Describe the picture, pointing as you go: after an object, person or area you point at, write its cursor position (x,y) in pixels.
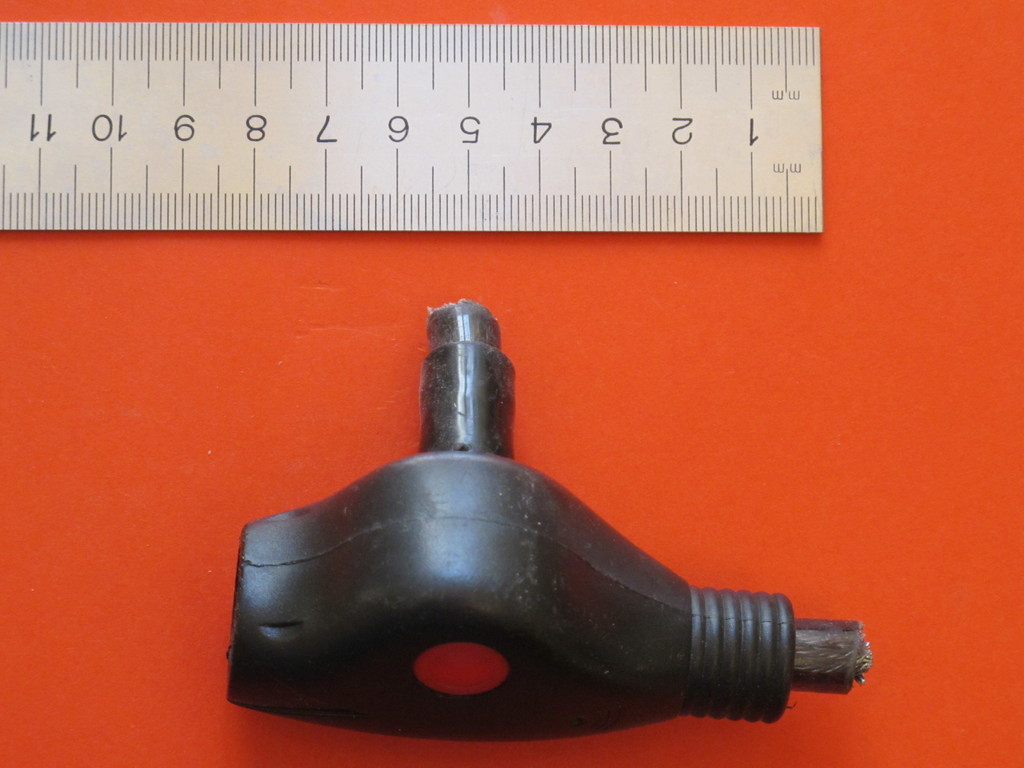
In this picture I can see at the bottom (588,617) it looks like a plastic thing (552,621) in black color. At the top (740,167) there is a scale (630,174).
